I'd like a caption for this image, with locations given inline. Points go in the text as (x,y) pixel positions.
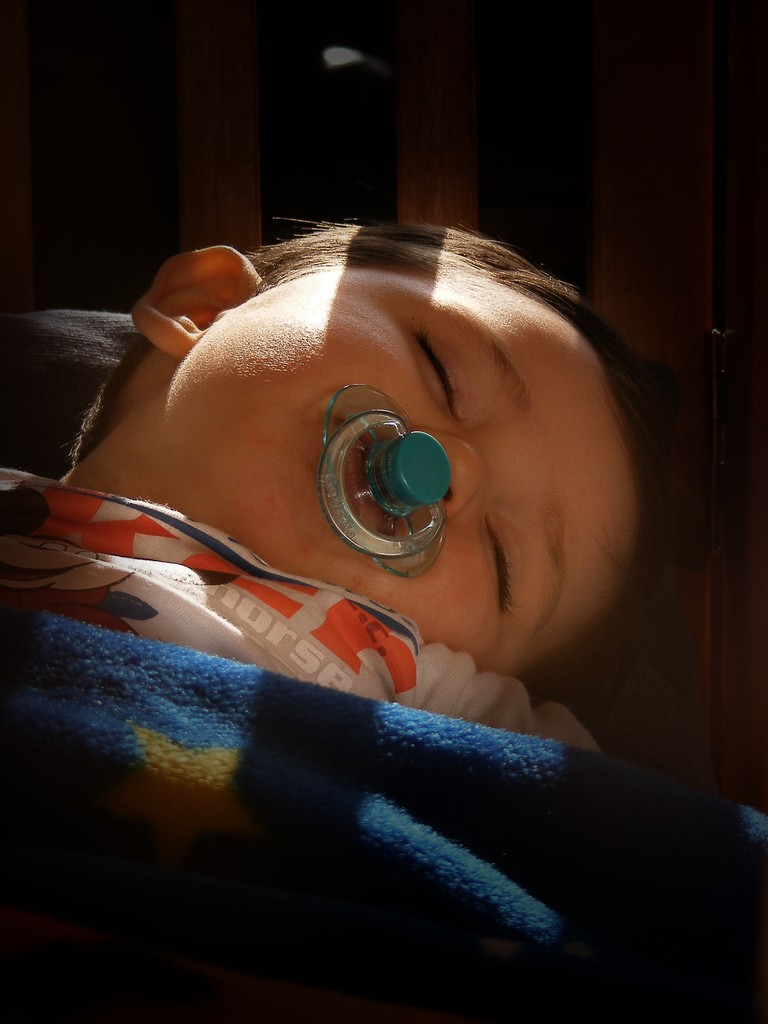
This image consists of a kid (489,504). There is a blanket (447,756) on him. He is sleeping.
